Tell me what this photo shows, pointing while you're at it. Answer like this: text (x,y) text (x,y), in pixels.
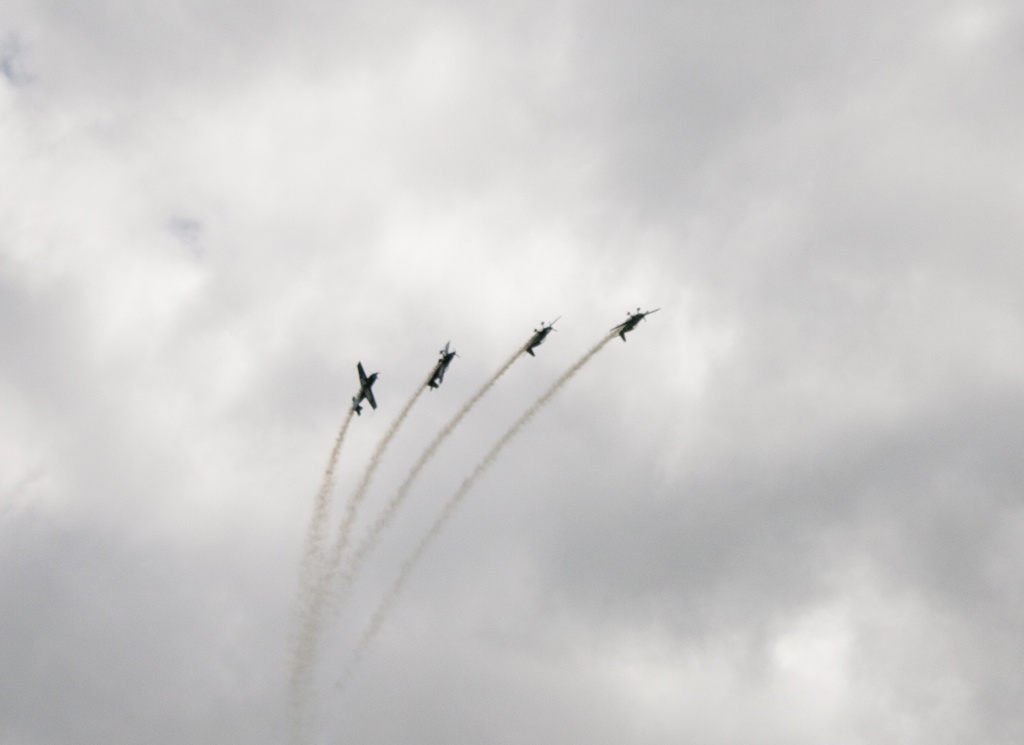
In this picture we can see four jets (626,331) flying and exhaling smoke (307,582). In the background (387,278) we can see the sky (534,316) with clouds (592,557).
